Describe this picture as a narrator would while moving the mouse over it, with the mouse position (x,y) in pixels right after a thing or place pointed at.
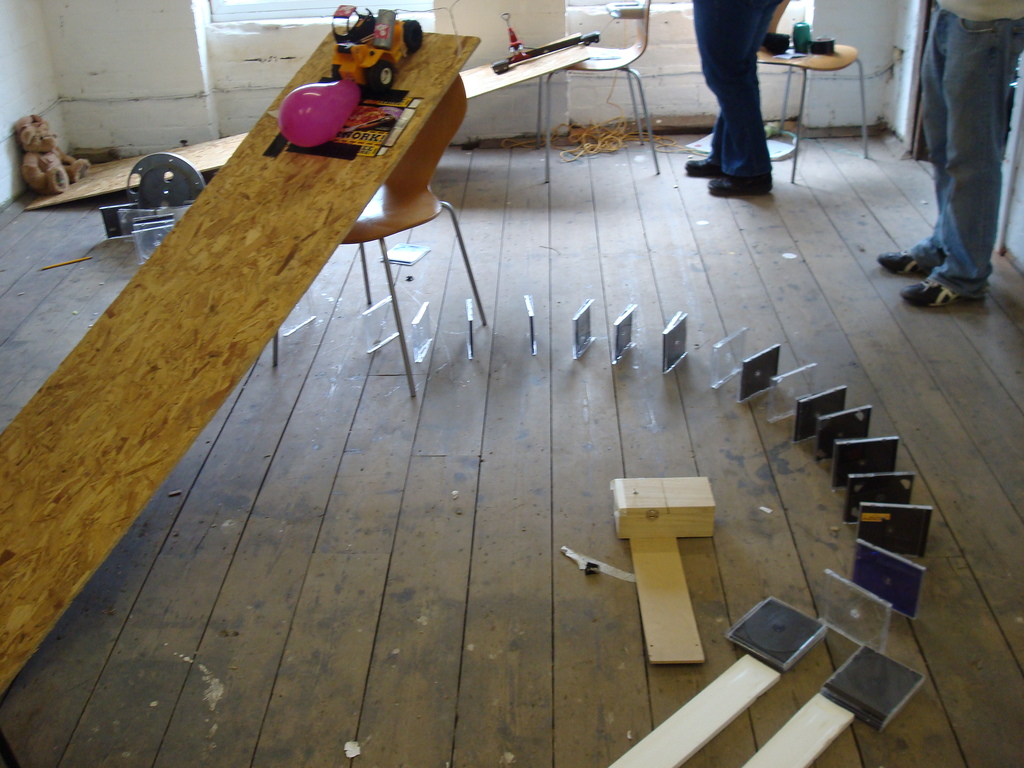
In this picture we can see compact disc boxes (789,403) on the floor (558,331). This is a wooden board (308,255) on a chair (392,220), a balloon (295,145) and a vehicle (362,57). We can see a doll (27,155) here. This is a chair (615,61) here. We can see two persons (969,170) standing on the floor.
